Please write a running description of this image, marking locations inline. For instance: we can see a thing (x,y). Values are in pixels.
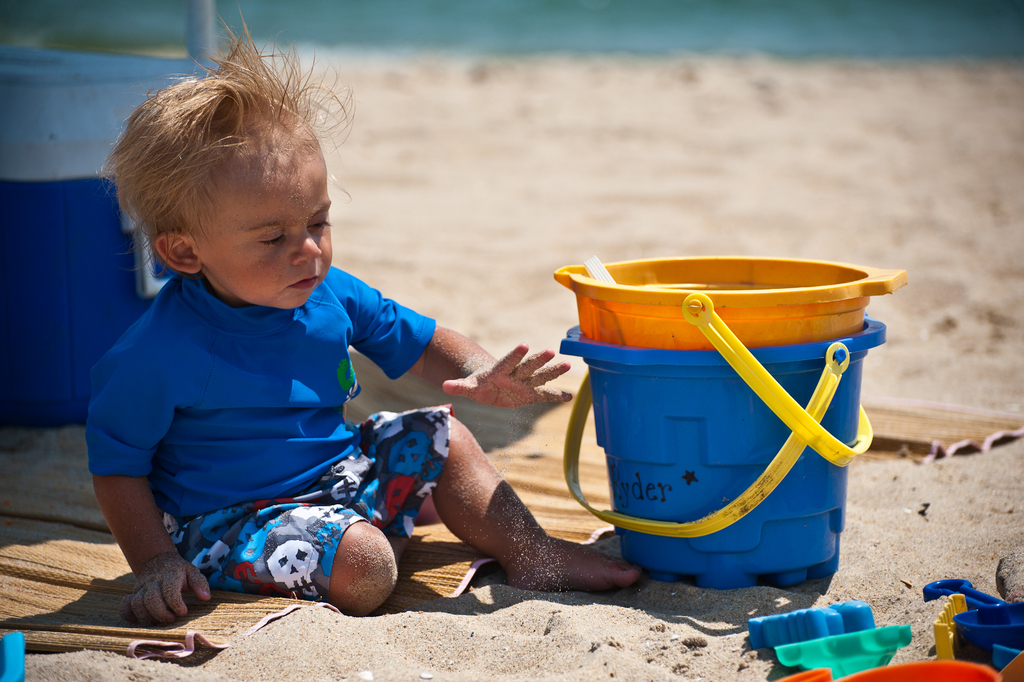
In this image there is a kid (258,562) sitting on the mat (210,613). In front of him there are buckets (740,465) and a few other objects (856,611). Behind him there is another bucket (77,234). At the bottom of the image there is sand (662,160). In the background of the image (710,41) there is water (740,42).
